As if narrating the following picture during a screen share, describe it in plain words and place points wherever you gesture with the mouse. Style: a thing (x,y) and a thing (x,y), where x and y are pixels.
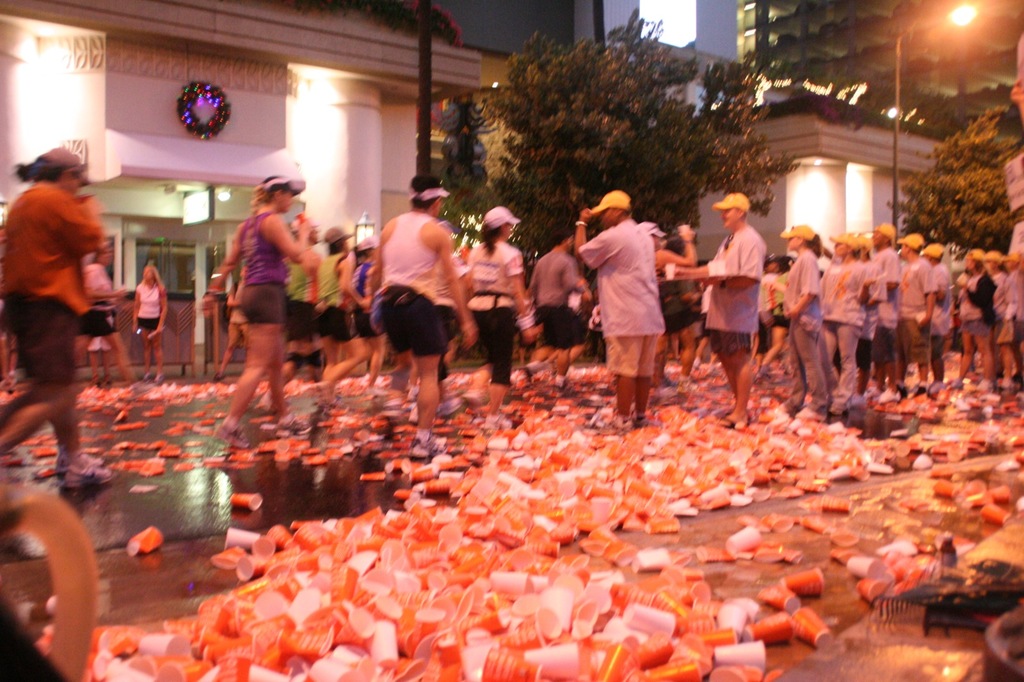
This picture describes about group of people (742,295), few people (414,281) wore caps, and we can find cups (666,508) on the road (757,502), in the background (562,141) we can see few buildings (407,83), trees (582,110), poles (427,79) and lights (968,9).
